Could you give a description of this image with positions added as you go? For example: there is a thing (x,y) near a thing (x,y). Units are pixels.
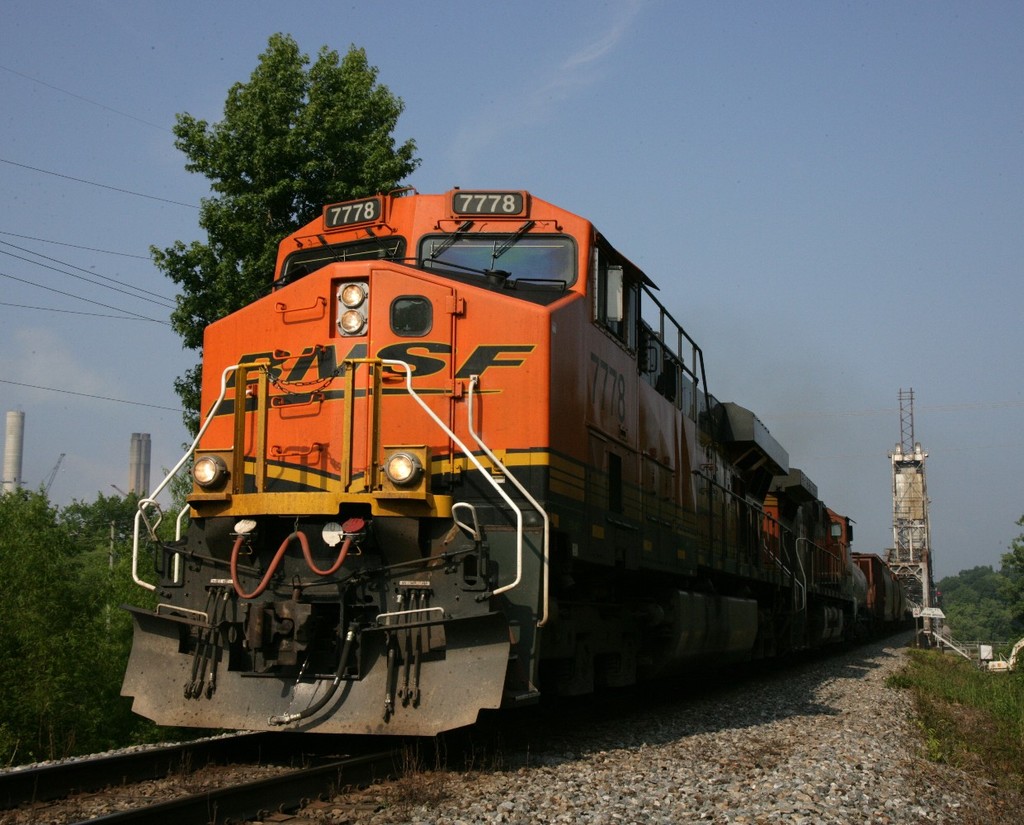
As we can see in the image there is train (559,566), railway track (238,745), building (916,534), tree (305,145) and grass (976,709). There are plants (979,581) and at the top (681,249) there is sky (688,265).
